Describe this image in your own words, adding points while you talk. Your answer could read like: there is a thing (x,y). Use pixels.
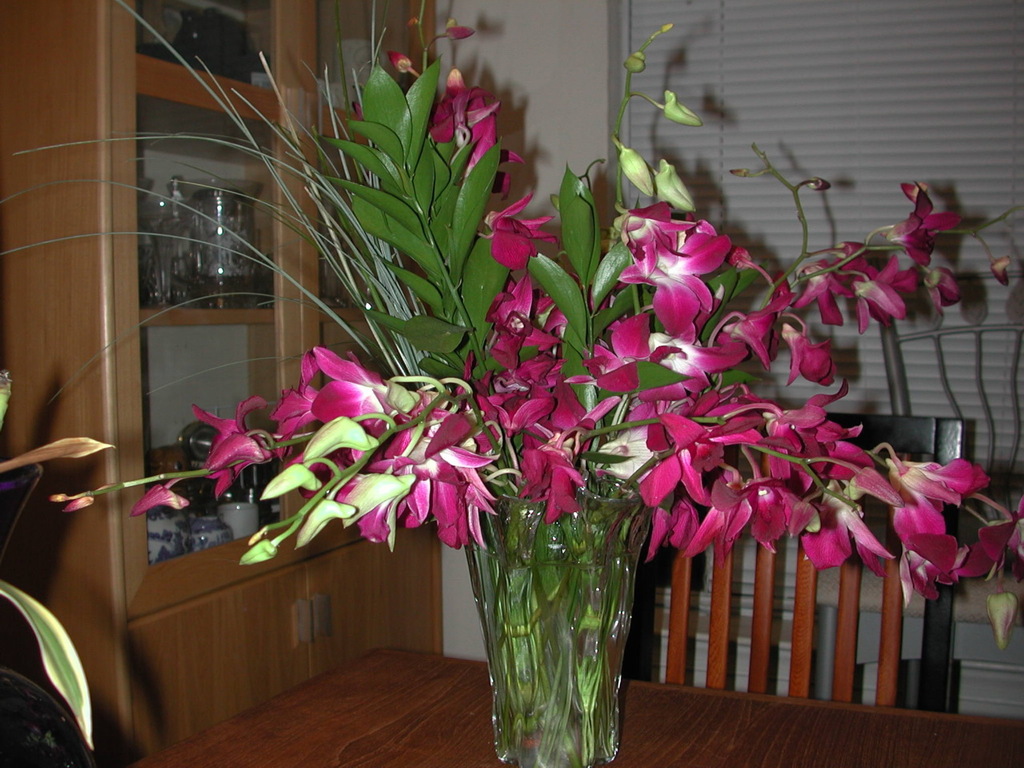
This is an inside view. Here I can see a flower vase (517,513) placed on a table (403,713). Behind the table (720,718) there is a chair (841,666). On the left side (17,460) few leaves (52,626) are visible. In the background (139,389) there is a cupboard (181,325) in which I can see few glass objects (197,254) and there is a window (779,109) to the wall (553,86).
